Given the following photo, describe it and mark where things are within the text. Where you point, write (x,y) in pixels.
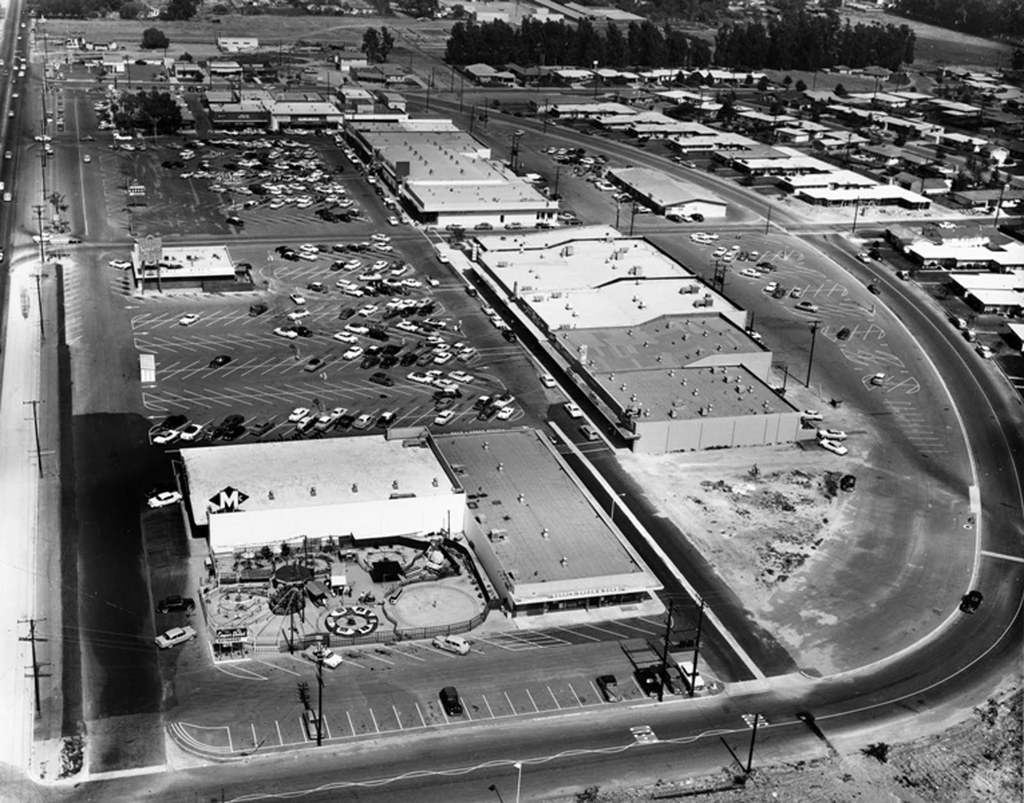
In this image there are cars (353,285), poles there are buildings (583,309) and trees (676,47).
